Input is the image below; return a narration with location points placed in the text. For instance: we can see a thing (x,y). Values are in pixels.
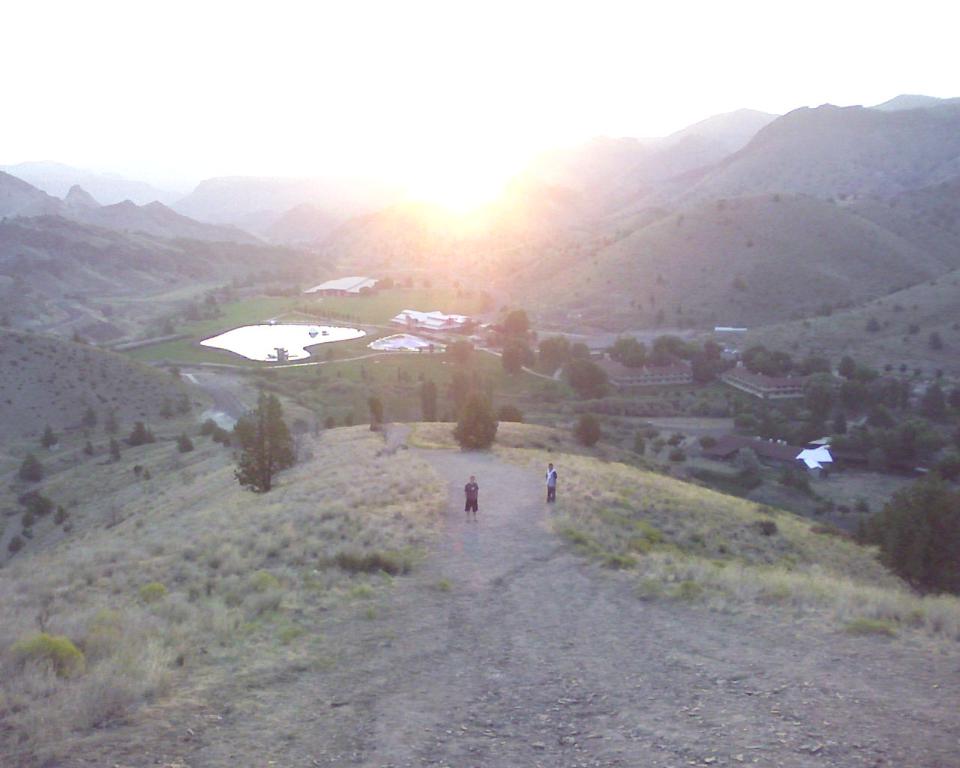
In this picture there are people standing and we can see grass (876,490), trees (788,402), buildings (754,375), water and hills (762,138). In the background of the image (400,93) we can see the sky (388,92).
